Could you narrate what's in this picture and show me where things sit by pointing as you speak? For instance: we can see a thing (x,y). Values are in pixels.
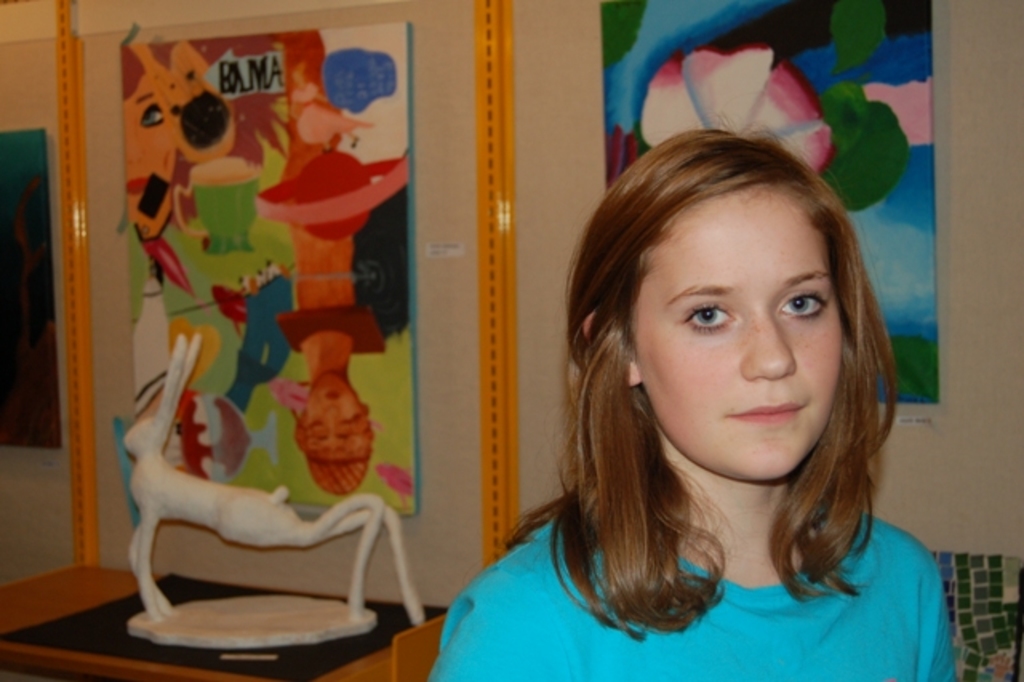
In this image, we can see a lady (733,297) and in the background (358,84), there are boards (327,138) on the wall (93,194) and we can see some cartoon pictures (240,192) are present on them and there is a decor item (257,501) on the stand (332,674) and we can see a cloth (942,564).
